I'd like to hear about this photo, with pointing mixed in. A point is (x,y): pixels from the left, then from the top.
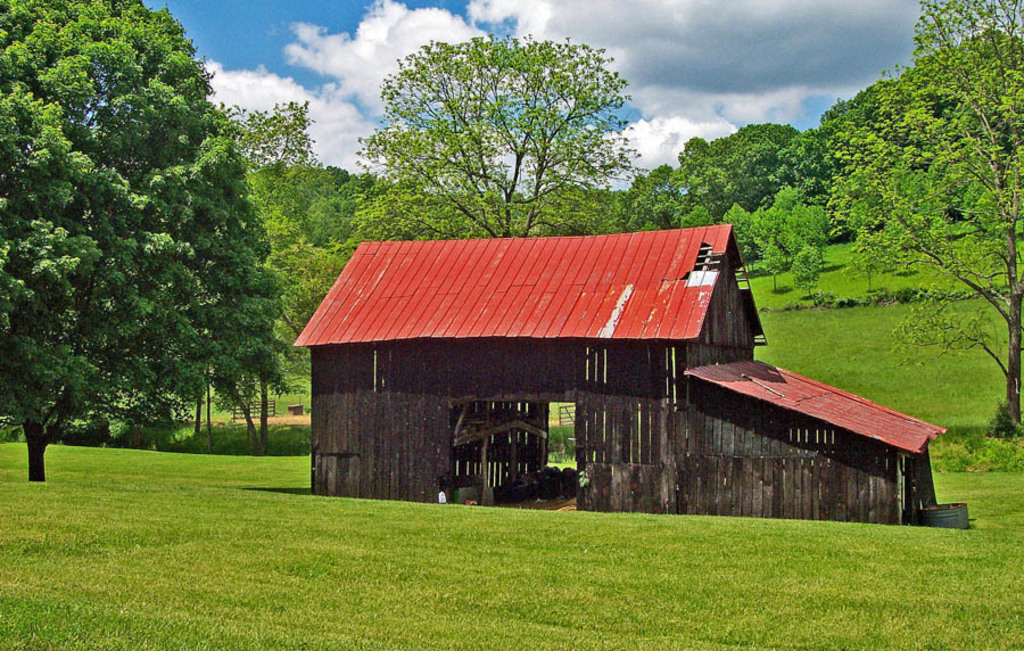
In this image we can see a shed (577,352) with wooden wall (523,408). On the ground (363,533) there is grass (480,617). In the background (456,213) there are trees (551,171) and sky (211,45) with clouds (413,47).
